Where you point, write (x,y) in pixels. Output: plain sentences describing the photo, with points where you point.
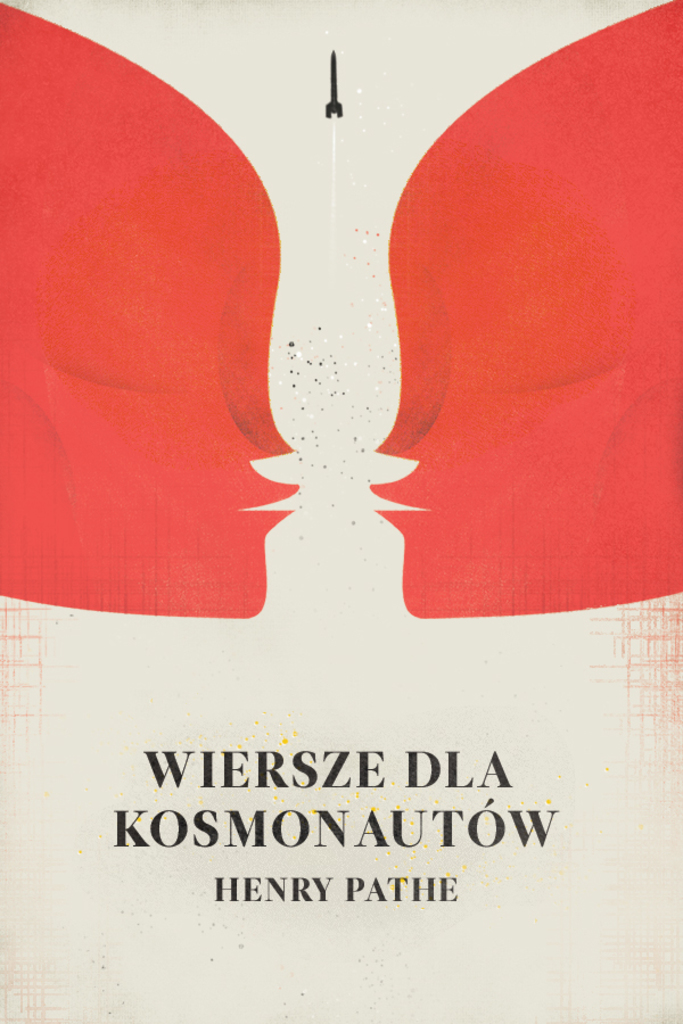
In this picture I can see there is a red color image (190,550) on to left (182,560) and right, there is some glitter (333,477) in between and there is something at the bottom of the image (250,880).
